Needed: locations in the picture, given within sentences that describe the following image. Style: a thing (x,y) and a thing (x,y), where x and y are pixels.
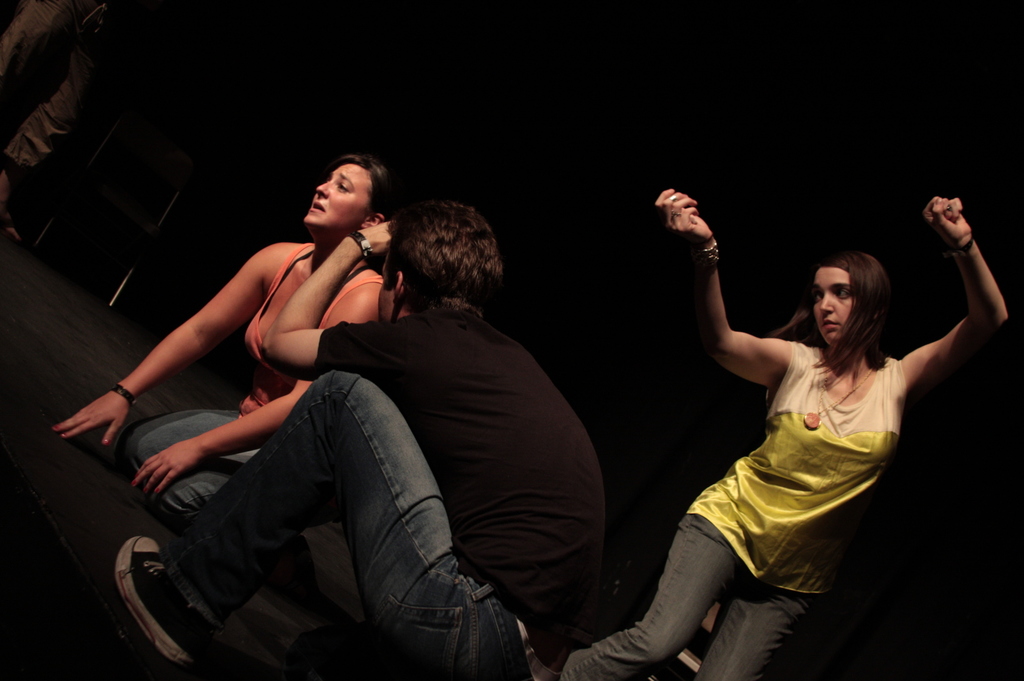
The picture is taken during a stage performance. In the foreground of the picture (352,506) there is a person (459,432) in black t-shirt (474,411). On the right (825,407) there is a woman (817,486) dancing. In front of the man (290,367) there is a woman (364,291). At the top left (25,167) there is a person (61,99) and there is a chair (147,166). Background (334,7) is dark.
